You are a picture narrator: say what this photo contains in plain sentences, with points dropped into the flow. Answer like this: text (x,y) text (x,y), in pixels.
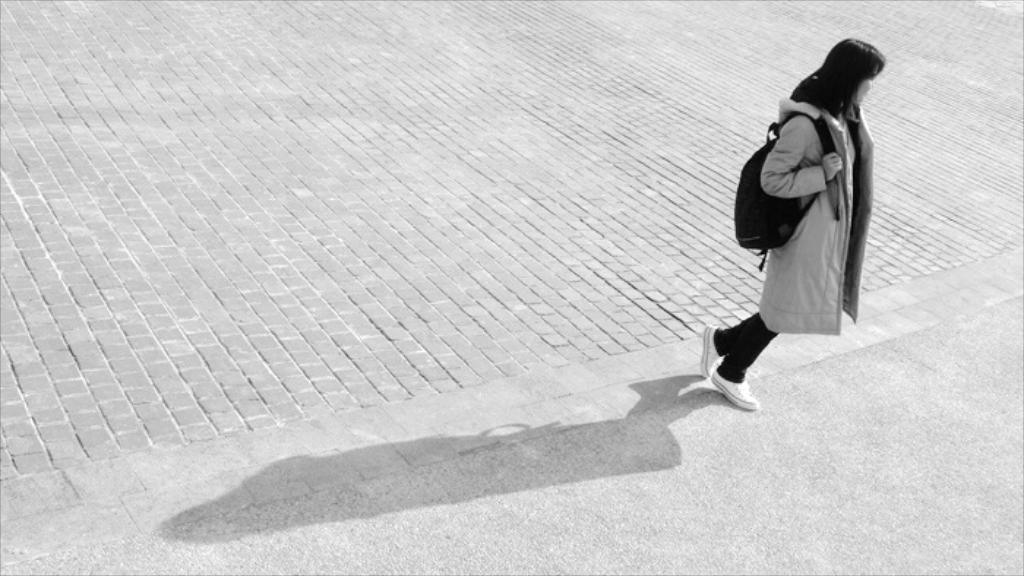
Here in this picture we can see a woman (783,170) walking on the ground (690,343) over there and we can see she is wearing a jacket (781,300) and carrying a bag (771,142) on her and beside her we can see shadow (685,385) of her present on the ground (626,447).
